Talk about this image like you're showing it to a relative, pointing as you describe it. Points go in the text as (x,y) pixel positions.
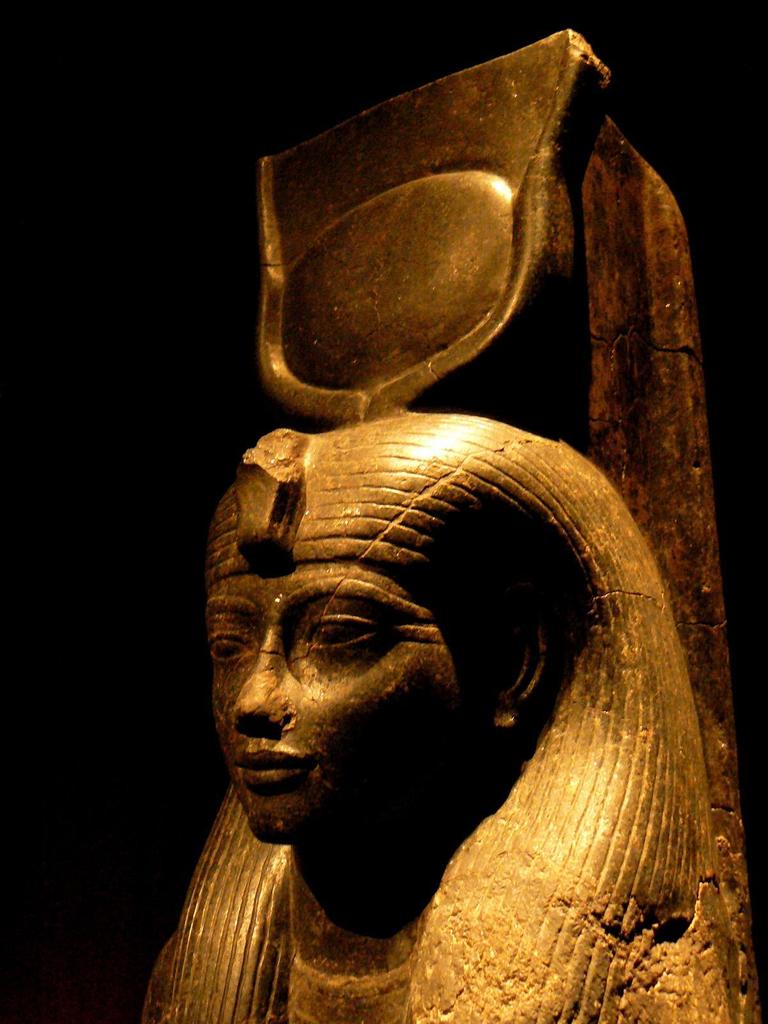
In this image in the front (366,793) there is a statue (368,726).
